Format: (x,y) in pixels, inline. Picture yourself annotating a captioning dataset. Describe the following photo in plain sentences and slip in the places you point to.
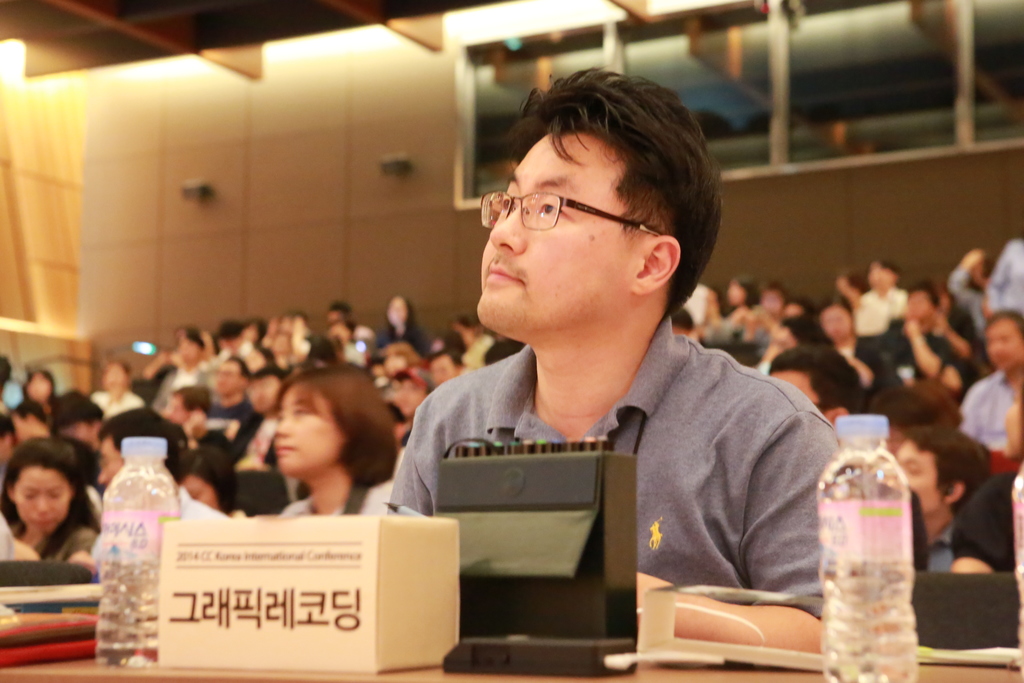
In this picture we can see a man (645,510) who is sitting on the chair (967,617). He has spectacles (615,215). And this is table (757,673). On the table (621,678) there are bottles (821,629). On the background (994,507) we can see some persons (298,344) sitting on the chairs (980,592). This is wall (251,220) and there is a light (366,34).
